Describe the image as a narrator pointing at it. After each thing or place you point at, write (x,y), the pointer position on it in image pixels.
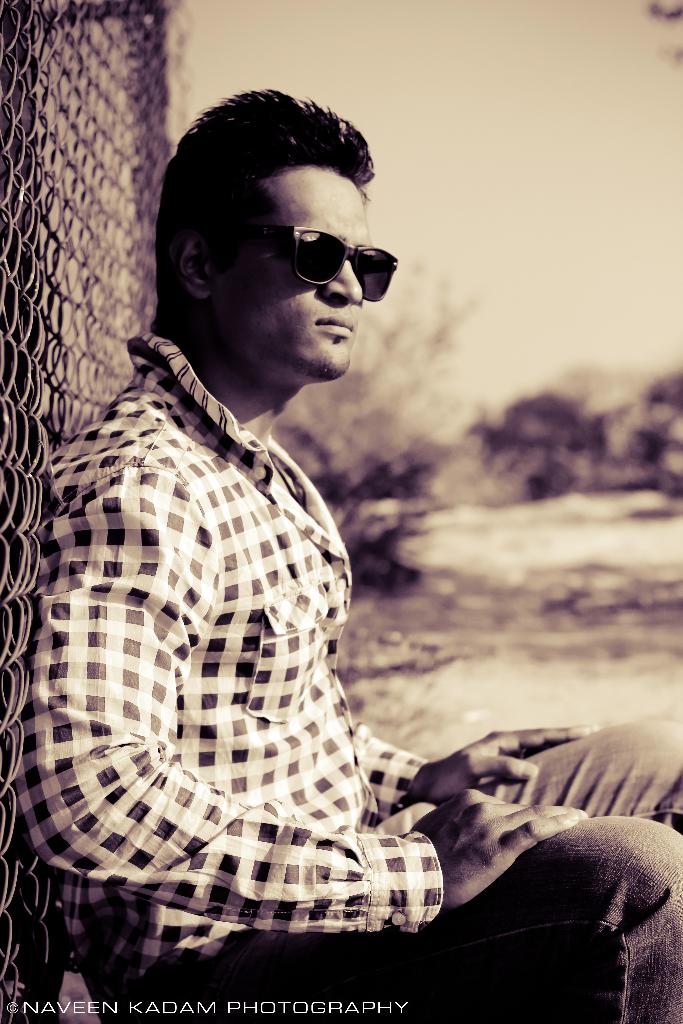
In this image we can see a person (575,746) wearing shirt (63,873) and glasses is sitting near the fence (12,962). The background of the image (197,91) is blurred, where we can see trees (312,453) and the sky (563,332). Here we can see the watermark (50,1010) on the bottom left side of the image (187,1010).
